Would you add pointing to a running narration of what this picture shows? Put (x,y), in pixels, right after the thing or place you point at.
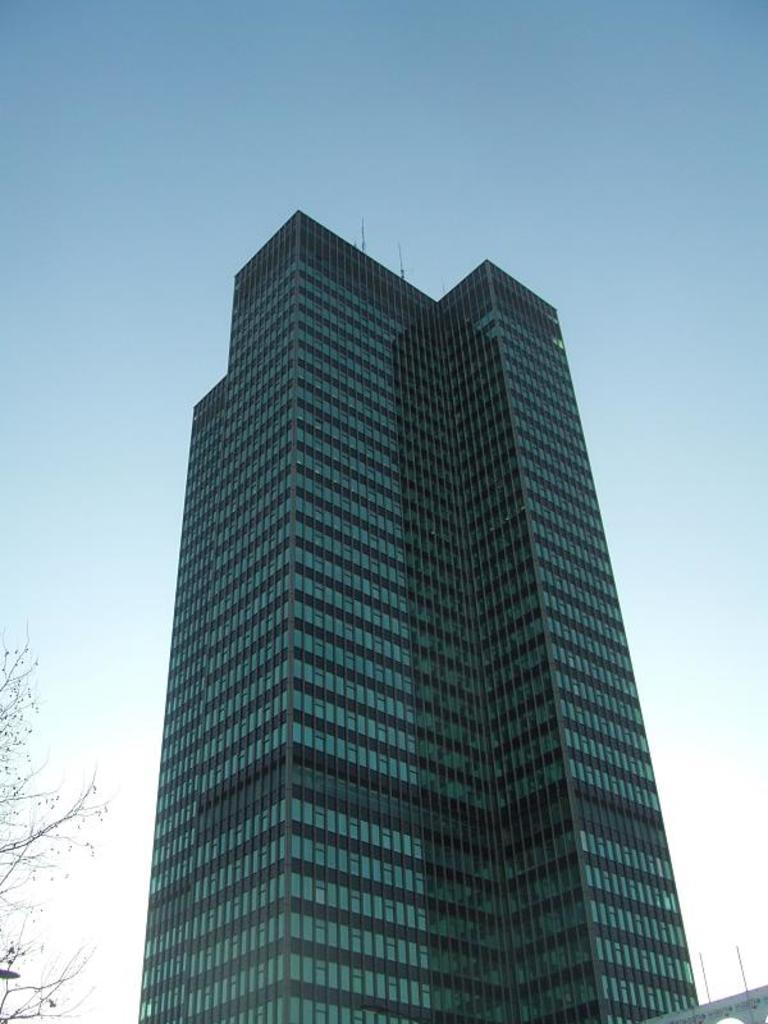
In this image we can see the building (392,878). We can also see the tree (33,840). In the background (130,282) there is sky (680,650).
